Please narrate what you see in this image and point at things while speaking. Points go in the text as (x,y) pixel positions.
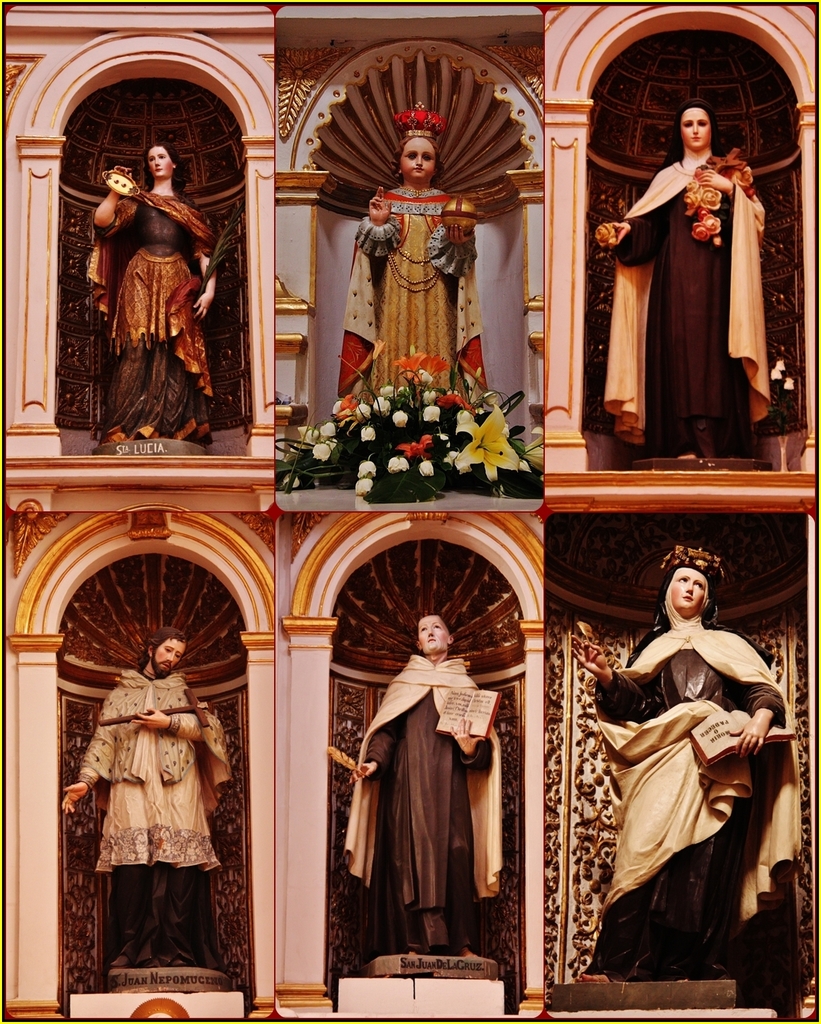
This picture is a collage picture. In this image there are statues (447,807). On the left side of the image (121,348) there is a statue (204,370) of a woman (211,298) standing and holding the object (221,253). In the middle of the image (462,461) there are flowers (478,455). At the bottom (443,839) there are two statues (629,914) holding the books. There is a text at the bottom of the statues (779,776).
